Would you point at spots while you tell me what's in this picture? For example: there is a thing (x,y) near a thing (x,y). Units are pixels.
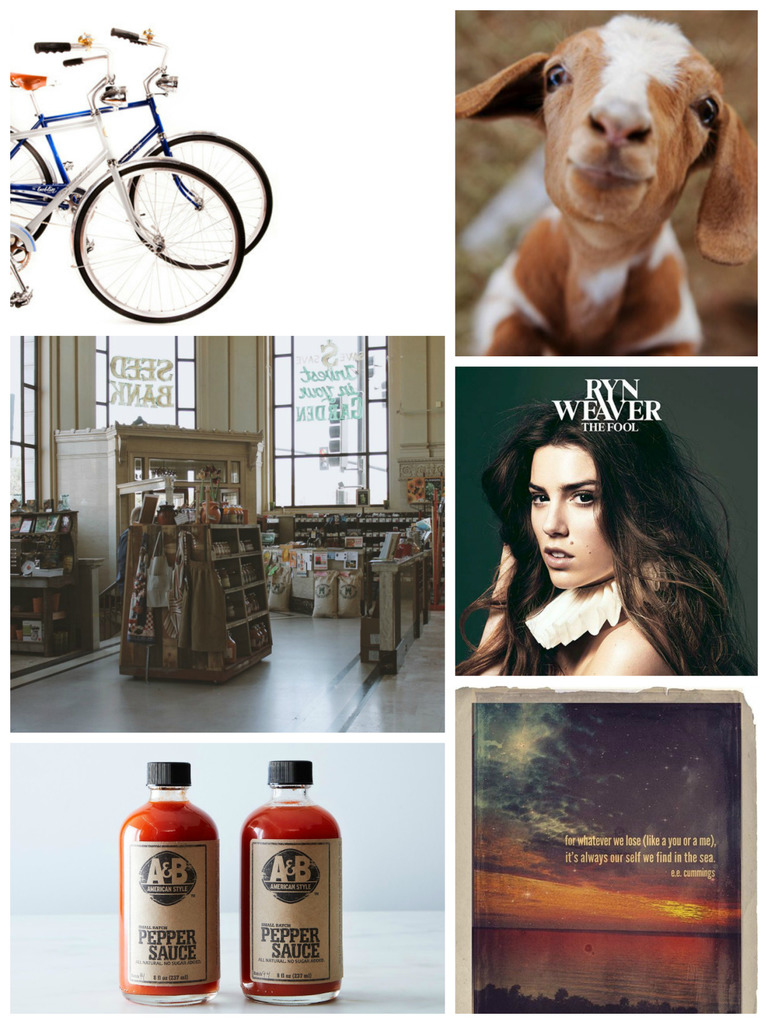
This is a collage picture, there are two bicycles (159,153) in one picture and a goat (545,228) in other picture and there are shelves (187,605) on a floor (235,697) and behind the shelf (166,553) there are glass window (319,468). There are two glass bottles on a table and a paper (588,874).
